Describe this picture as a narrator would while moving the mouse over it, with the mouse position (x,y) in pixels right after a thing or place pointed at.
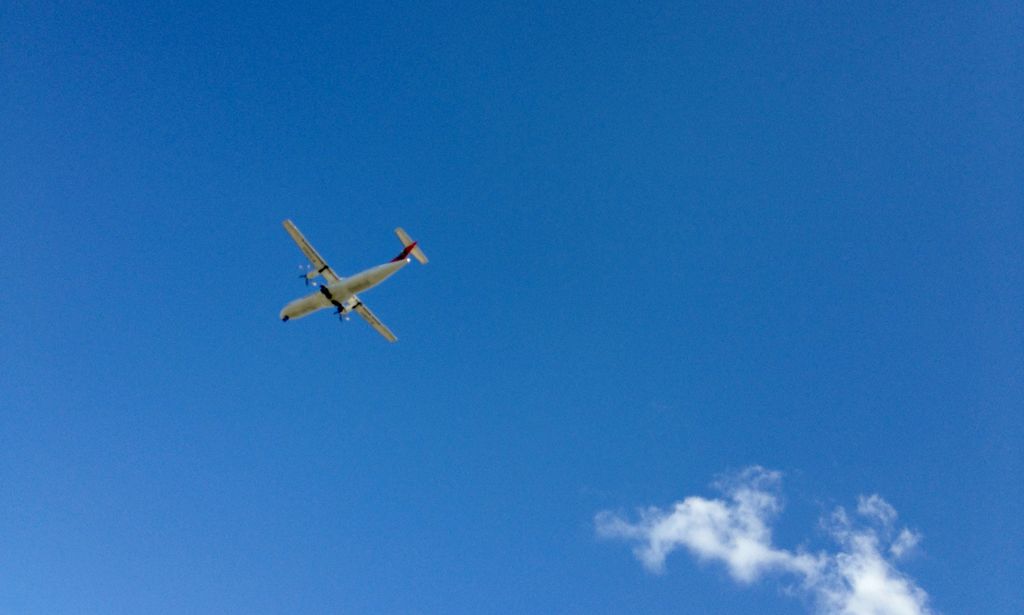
Sky (529,69) is in blue color. Here we can see cloudy. Plane (379,279) is flying in the air (275,223) with wings (333,284).
